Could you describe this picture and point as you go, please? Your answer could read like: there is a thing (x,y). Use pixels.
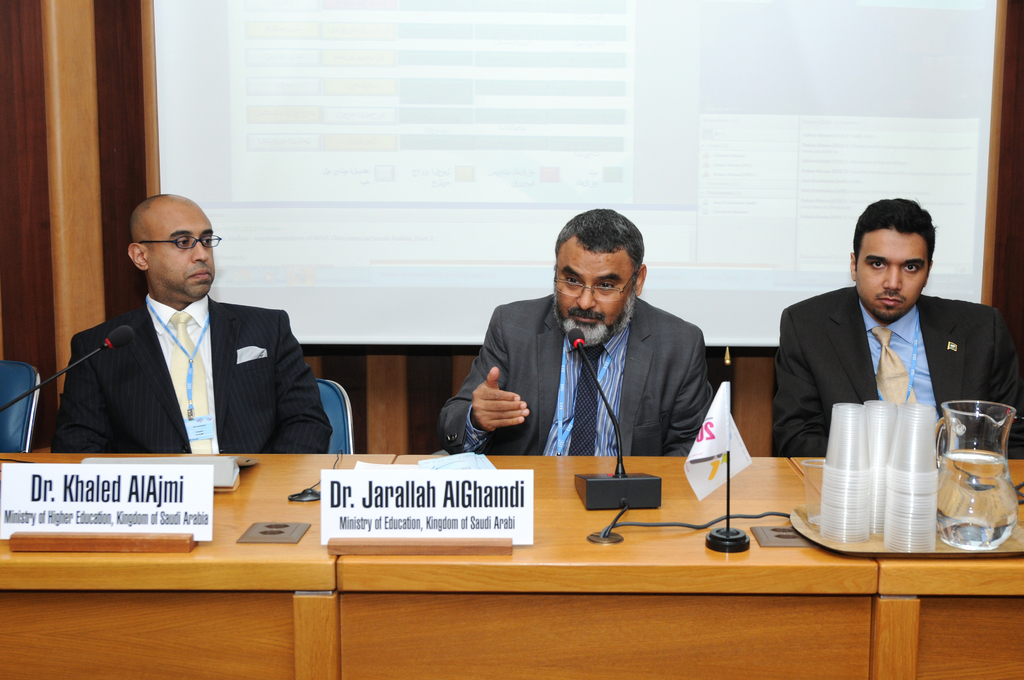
Three people (988,352) sitting on the chair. There is a table (1010,610). On the table (560,481) we can see name board (518,507), microphones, glass (924,479), jar (988,500), tray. On the background (799,144) we can see screen (286,152).
